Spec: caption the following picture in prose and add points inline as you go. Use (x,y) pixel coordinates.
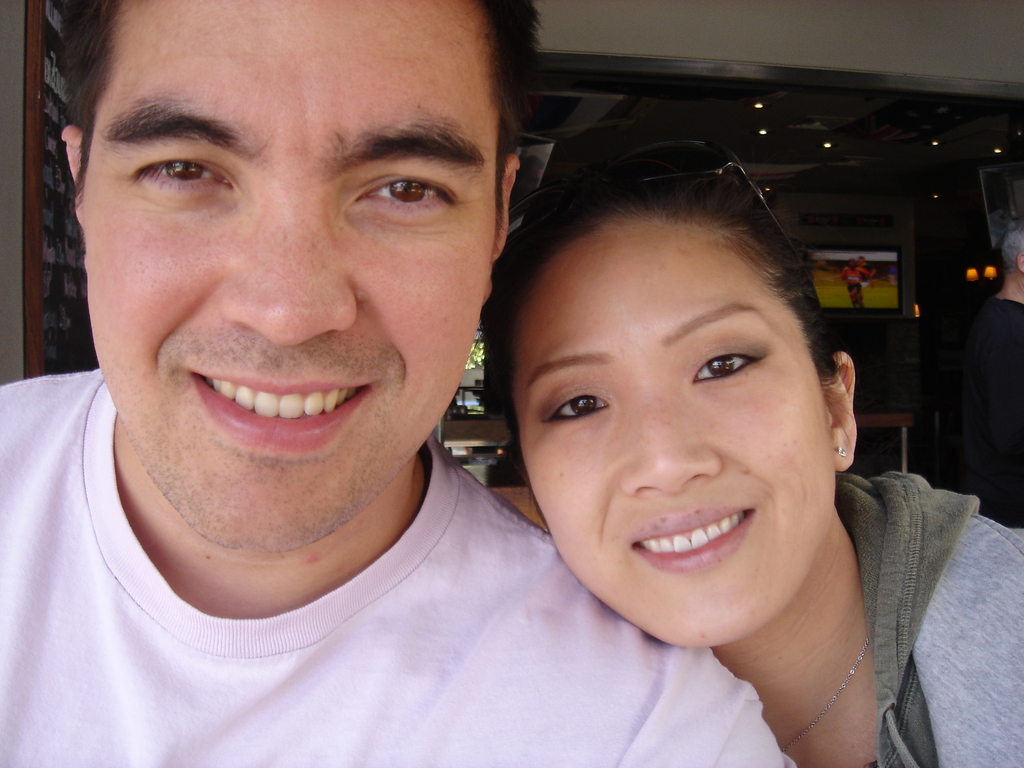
In this picture there is a man (231,516) who is wearing pink t-shirt (431,752). Beside him there is a woman (790,532) who is wearing hoodie (963,764). Both of them are smiling. In the back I can see the table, chairs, television (851,254) and other objects (863,217). On the right (972,374) there is a man (995,374) who is wearing black t-shirt (999,417). He is standing near to the speaker (1009,175).
